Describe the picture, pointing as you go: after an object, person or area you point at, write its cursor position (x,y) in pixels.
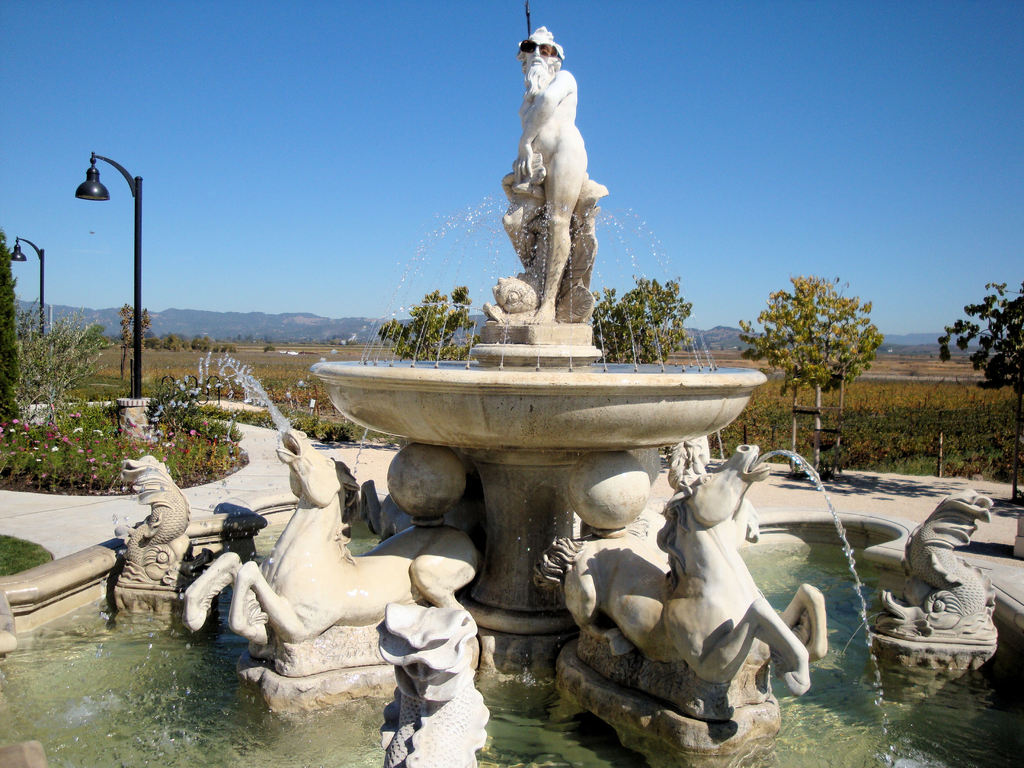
In this image in front (123,722) there is a fountain (402,373). On the left side of the image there are street lights (79,197). There are plants (132,450), flowers (191,430). In the background of the image (673,286) there are trees (600,290), mountains (265,327) and sky (323,115).
